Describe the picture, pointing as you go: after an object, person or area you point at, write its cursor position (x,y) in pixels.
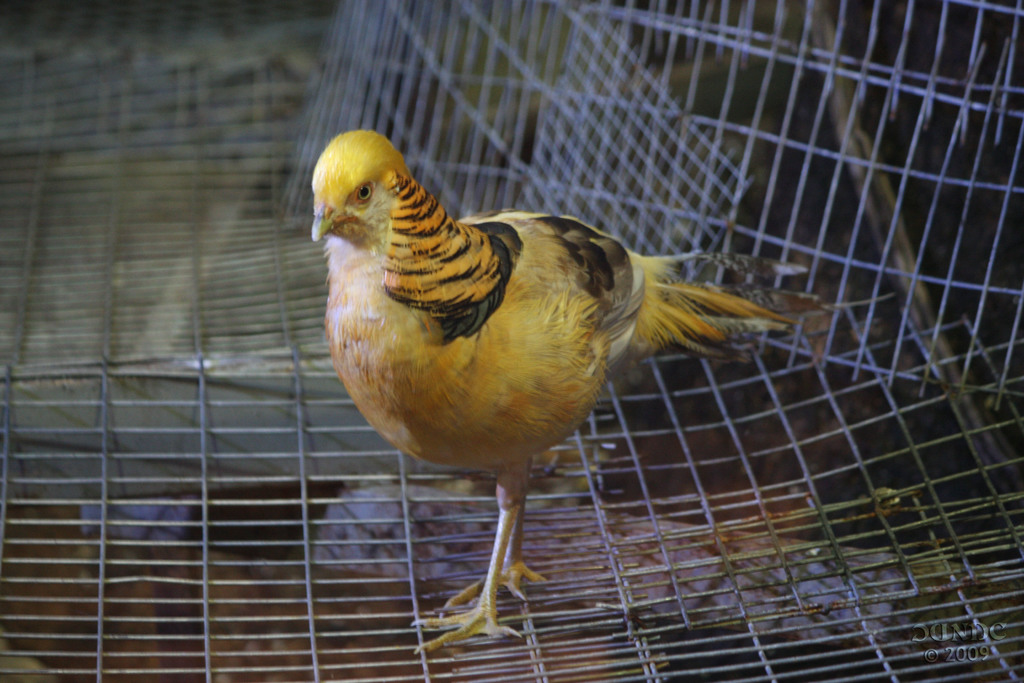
In this picture there is a yellow color hen (492,354) which is standing on the steel fencing (549,569). At the bottom (294,491) I can see the floor (244,512). In the bottom right corner (989,631) there is a watermark (976,642).
